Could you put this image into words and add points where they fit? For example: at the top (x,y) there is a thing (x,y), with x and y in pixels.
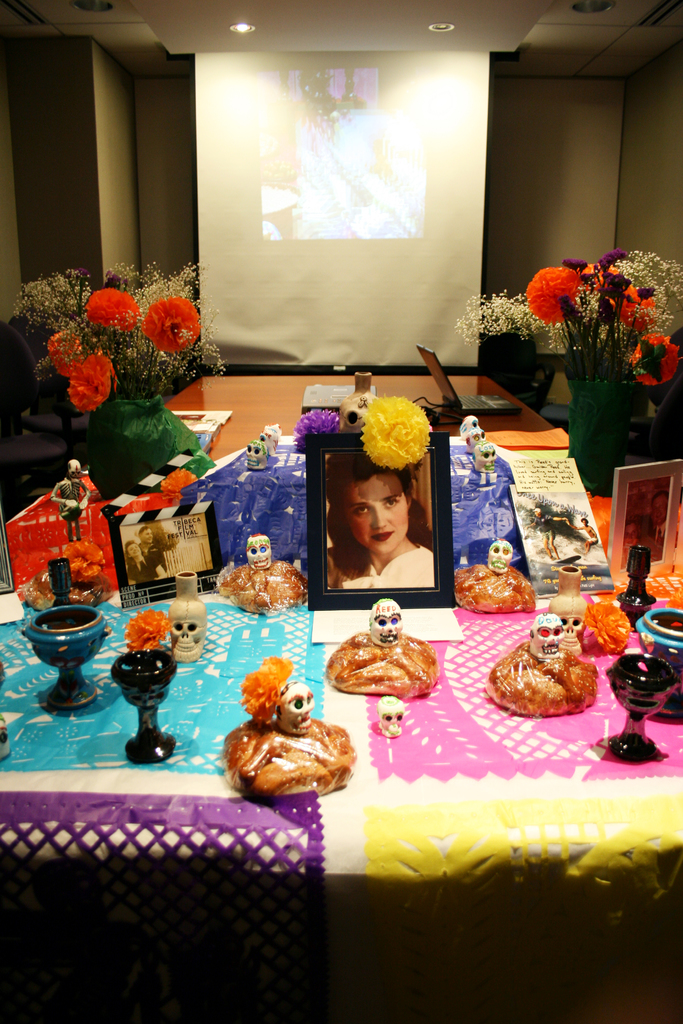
In this picture there is a photo frames (350,536) on the table (434,610). Beside there are many skeleton toys (181,585) and some cups (98,636). Behind we can see the red color flower pots (644,316). In the background (343,238) there is a white projector screen (264,291).
